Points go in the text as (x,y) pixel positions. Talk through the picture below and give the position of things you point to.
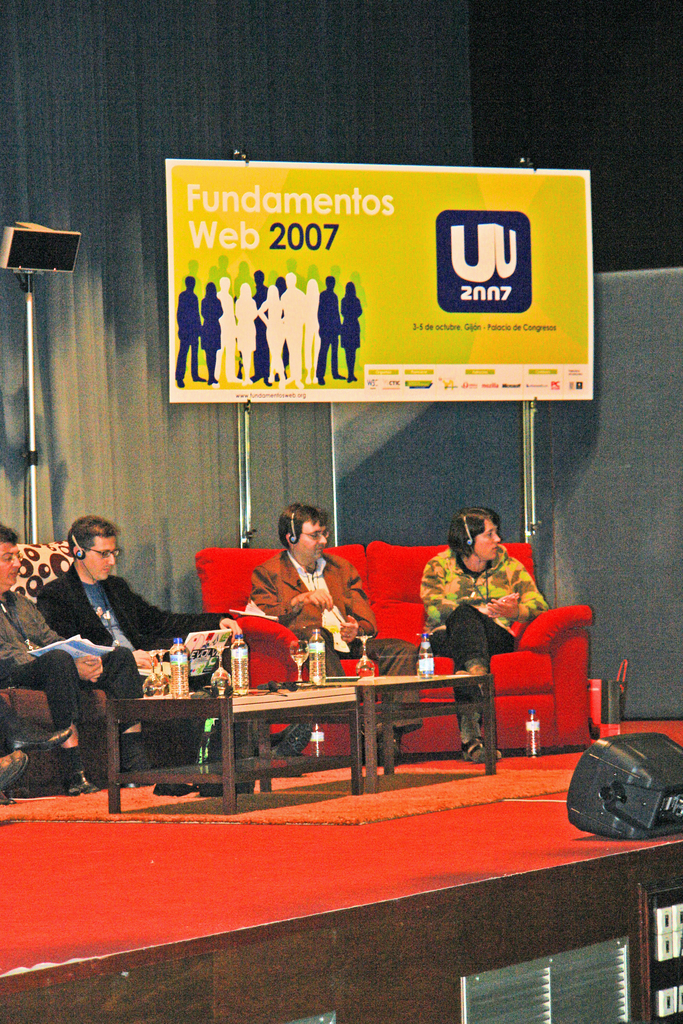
This picture shows few men (402,660) and women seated on the sofa (209,601) and they wore headphones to their heads (488,520) and we see water bottles (242,677) and few glasses (366,645) on the tables (366,683) and we see a advertisement hoarding board (255,237) and a speaker (646,809) on the dais (615,873).
